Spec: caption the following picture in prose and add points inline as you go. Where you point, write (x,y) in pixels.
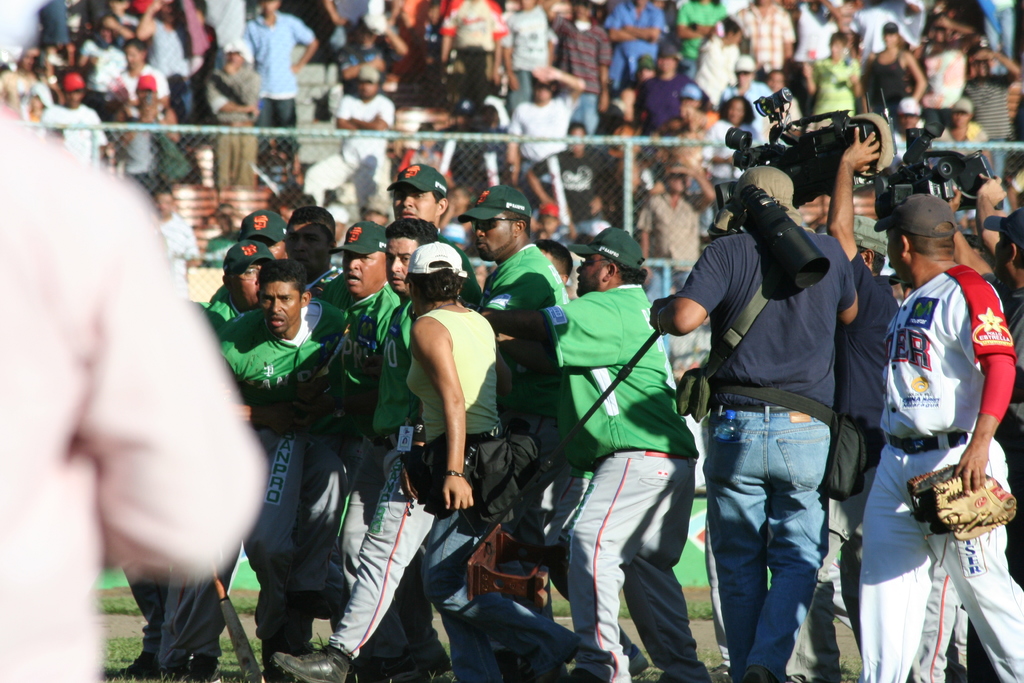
In this image I can see few people (619,489) are walking and few people (748,253) are holding cameras (931,158) and something in brown color. Back I can see the net fencing (556,183) and the group of people (547,193) are standing.
